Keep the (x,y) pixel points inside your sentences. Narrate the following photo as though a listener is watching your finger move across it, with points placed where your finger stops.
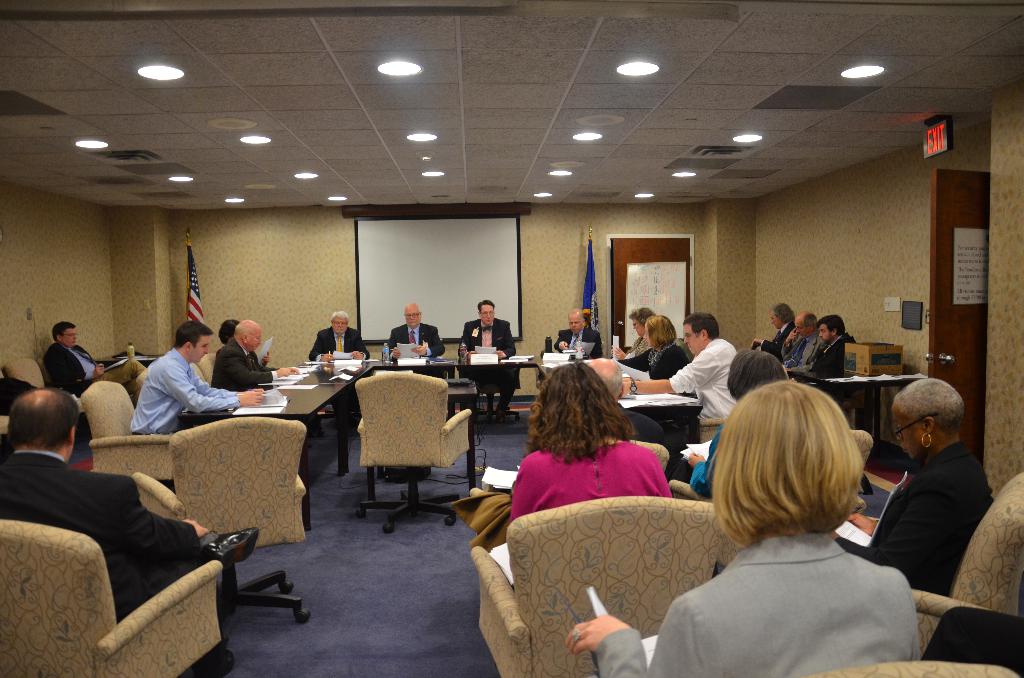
In this image we can see some people (43,415), tables (328,398), chairs (84,579), whiteboard (471,319), door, lights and flags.
